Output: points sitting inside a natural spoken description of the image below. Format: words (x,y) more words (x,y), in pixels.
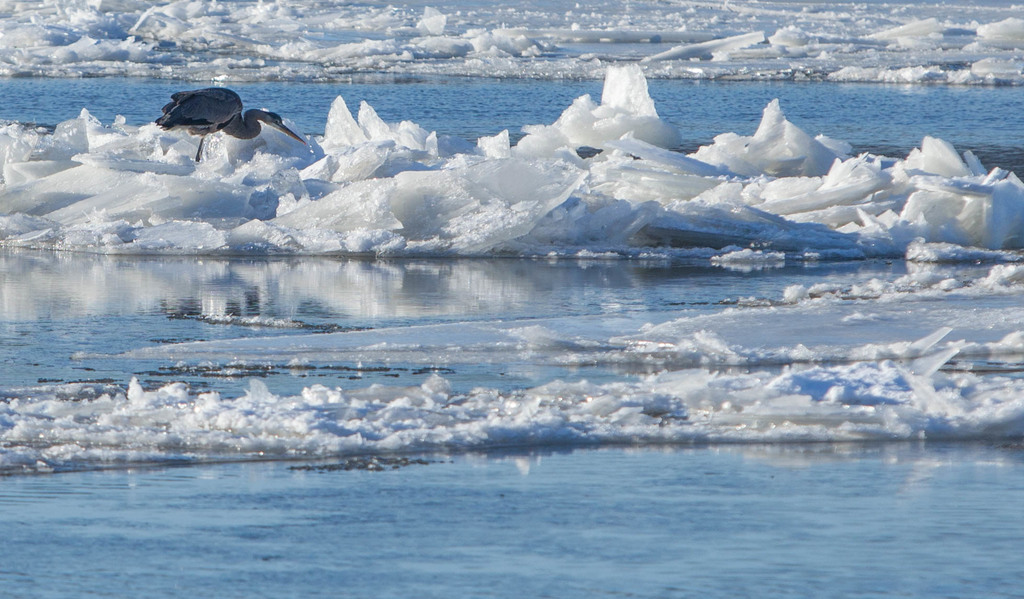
In this image, we can see a crane (206,111) and at the bottom (174,431), there is ice (510,205) and water (35,512).
